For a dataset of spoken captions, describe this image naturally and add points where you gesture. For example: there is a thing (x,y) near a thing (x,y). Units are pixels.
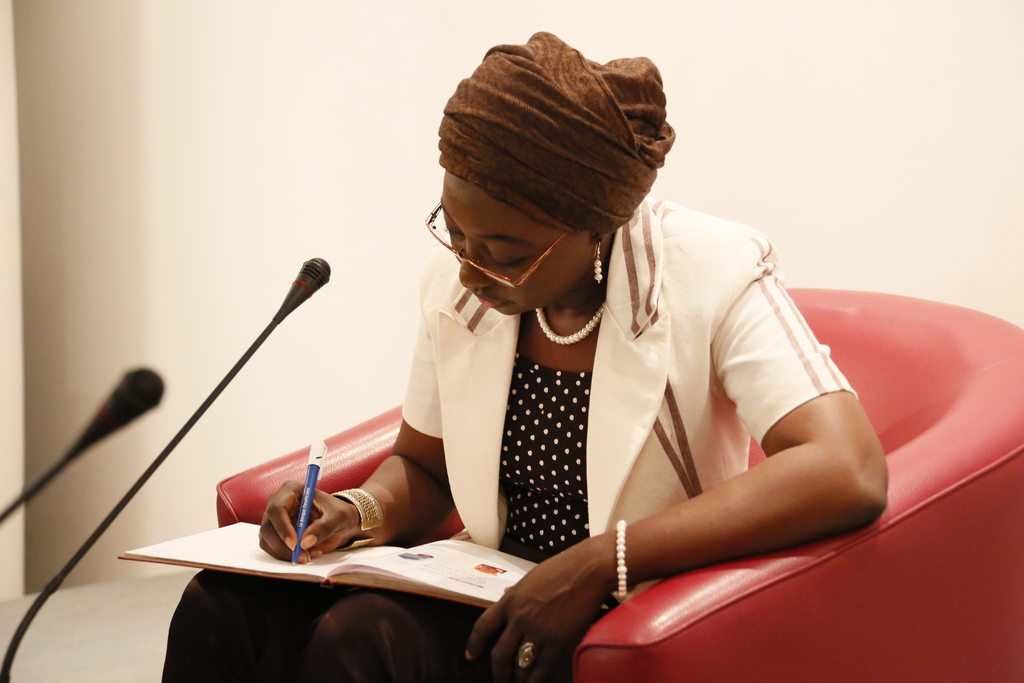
The woman (658,322) in the middle of the picture (609,334) wearing a black dress (530,516) and white coat (627,422) is holding a pen (300,513) in her hand (270,547) and she is writing something on the book (483,552) and she is sitting on the red color chair (650,607). In front of her, we see microphones (5,515) and behind her, we see a white wall (350,12). This picture is clicked in a room (275,475).
